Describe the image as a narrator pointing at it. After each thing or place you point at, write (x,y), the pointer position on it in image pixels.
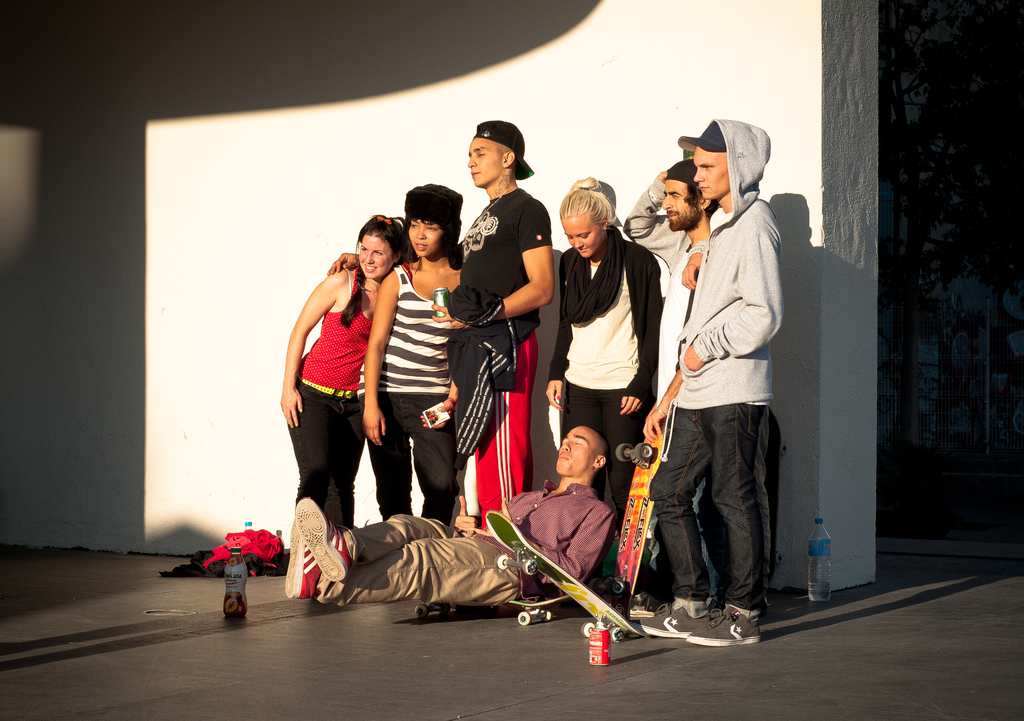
In this image, we can see a group of people (625,266) wearing clothes (339,344) and standing in front of the wall (535,100). There is a person (607,511) at the bottom of the image (483,551) sitting on the skateboard (527,613). There is a bottle (237,576) in the bottom left (234,597) and in the bottom right of the image (817,581).
